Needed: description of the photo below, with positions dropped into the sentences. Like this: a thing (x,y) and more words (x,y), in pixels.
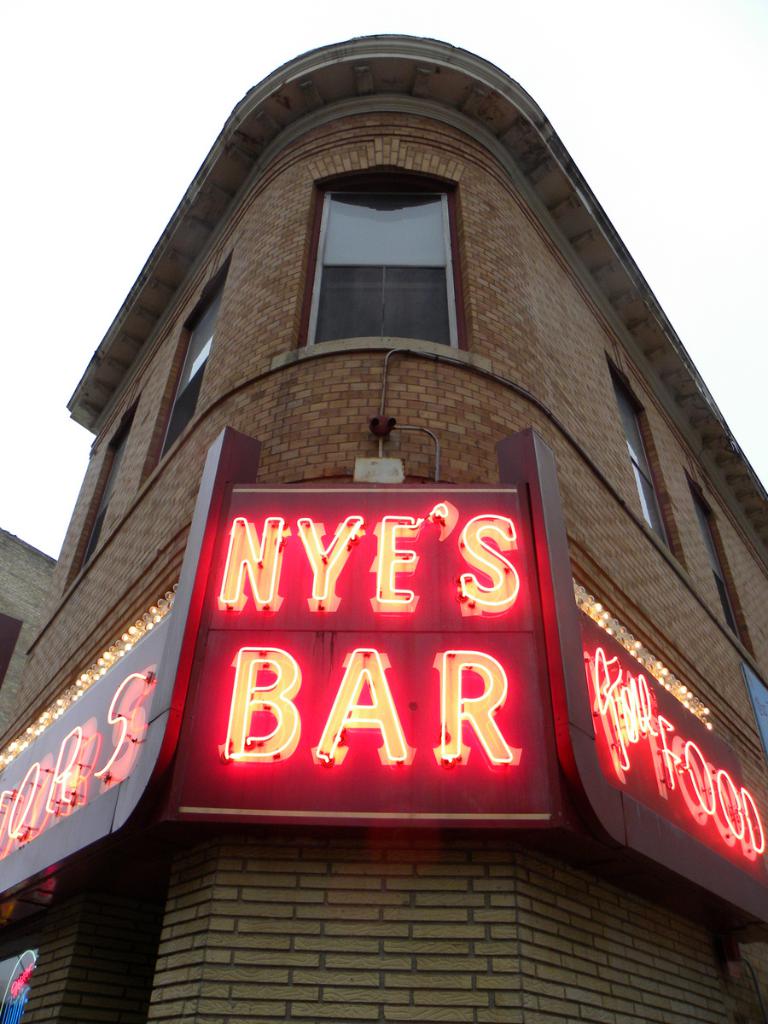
In this image I can see a building (32,711) with some text (408,746) written on it. I can see the windows (661,509).
